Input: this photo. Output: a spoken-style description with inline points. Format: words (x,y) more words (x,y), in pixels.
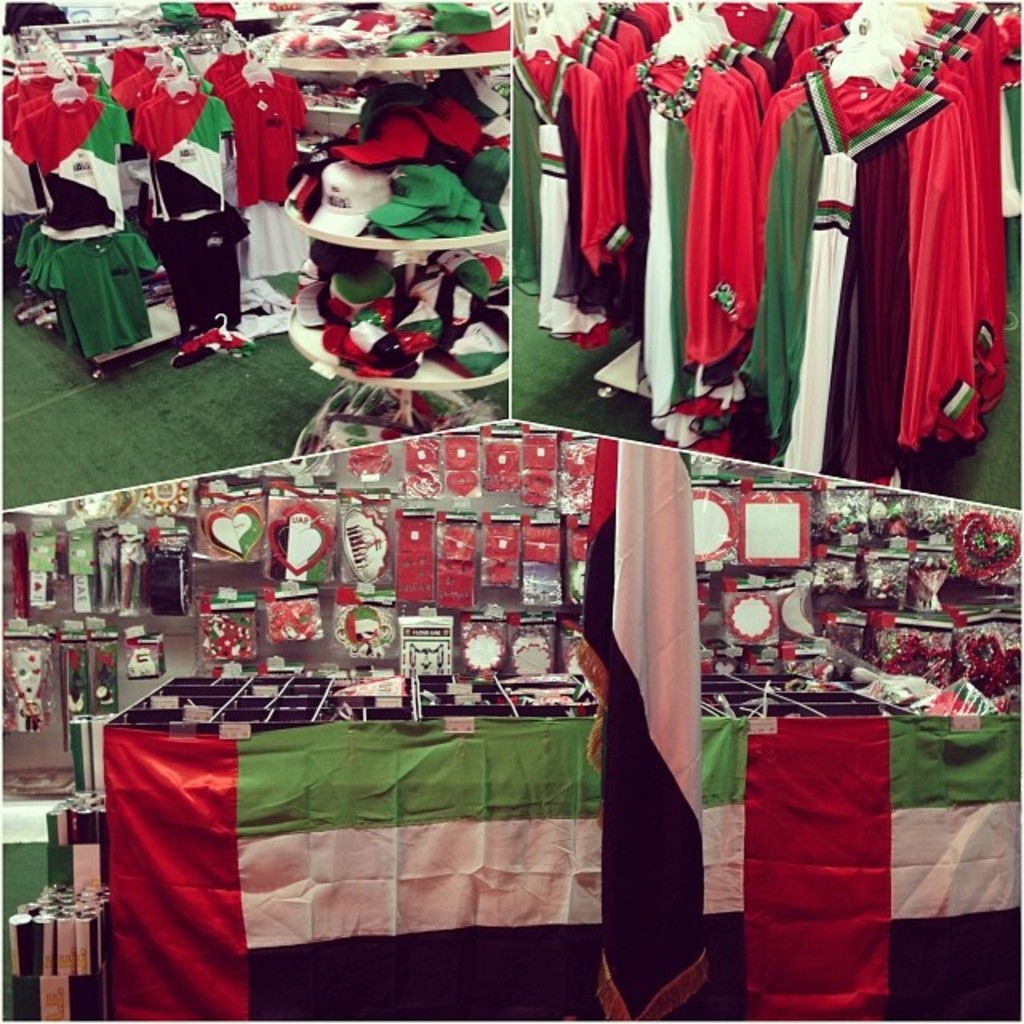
This picture shows a collage of different pictures. We see clothes (255,228) to the Hanger (184,82) and caps (355,215) and we see flags (829,761).
